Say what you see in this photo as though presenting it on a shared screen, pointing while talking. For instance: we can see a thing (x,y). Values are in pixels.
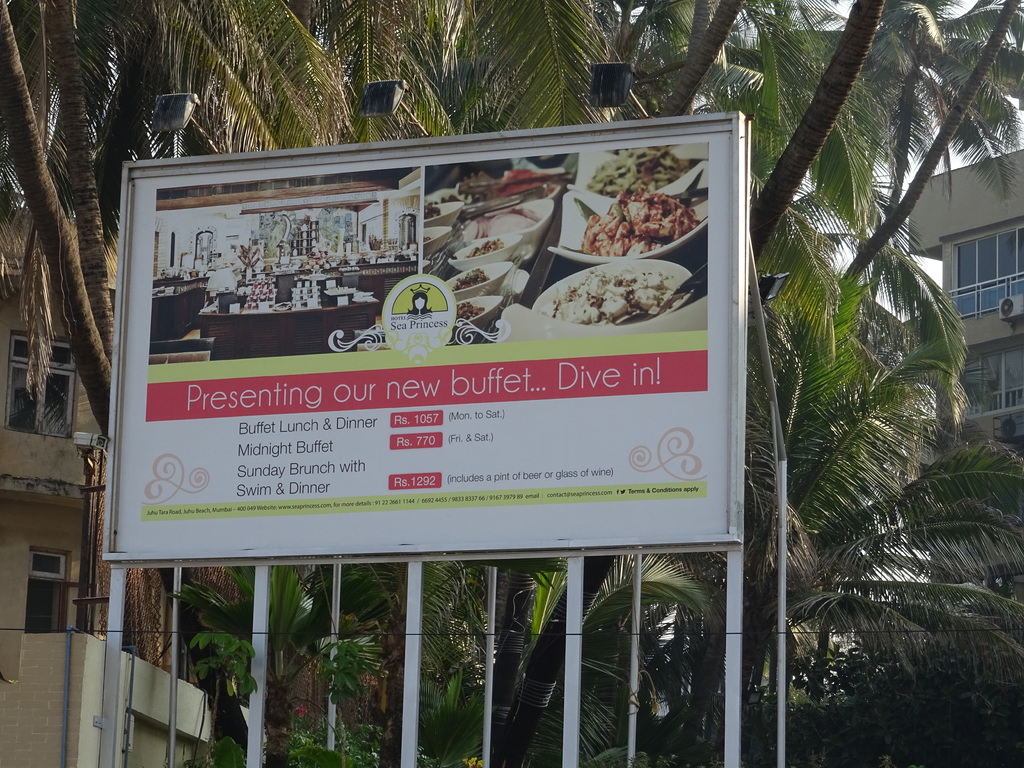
In the center of the image (670,486) there is a hoarding (404,355). In the background (217,6) there are trees (865,136) and buildings (69,453) and we can see wires (889,632).
